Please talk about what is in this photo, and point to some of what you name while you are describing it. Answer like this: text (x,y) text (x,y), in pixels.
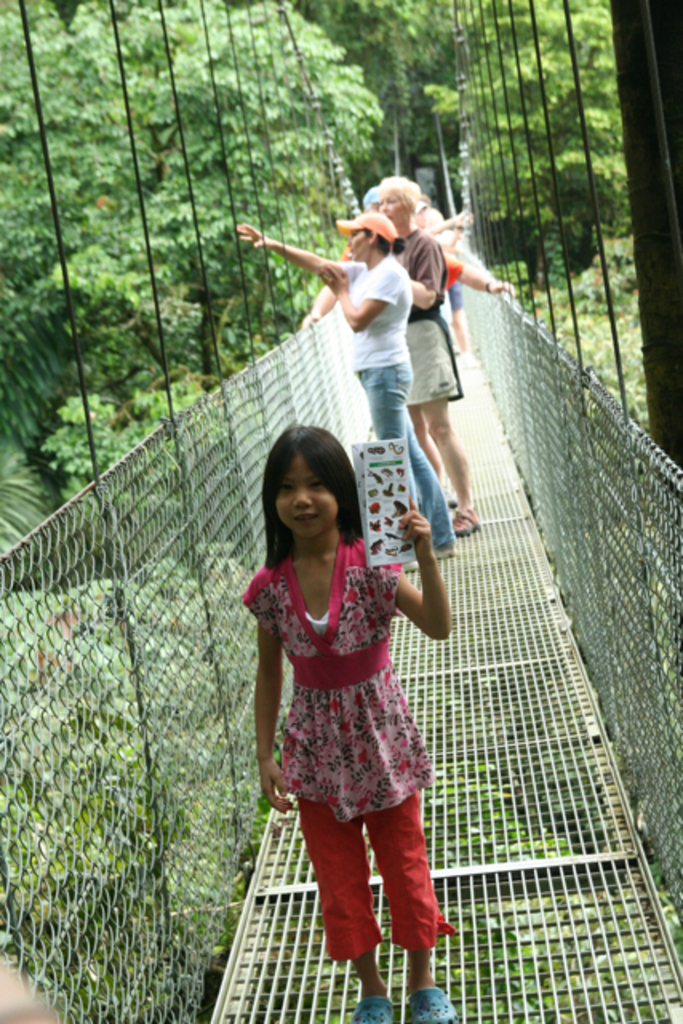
In this image I can see a bridge (175,528) in the front (327,1009) and on it I can see number of people (438,316) are standing. In the front (291,680) I can see a girl (391,581) and I can see she is holding a white colour paper (367,463). In the background (30,227) I can see number of trees (556,106).
